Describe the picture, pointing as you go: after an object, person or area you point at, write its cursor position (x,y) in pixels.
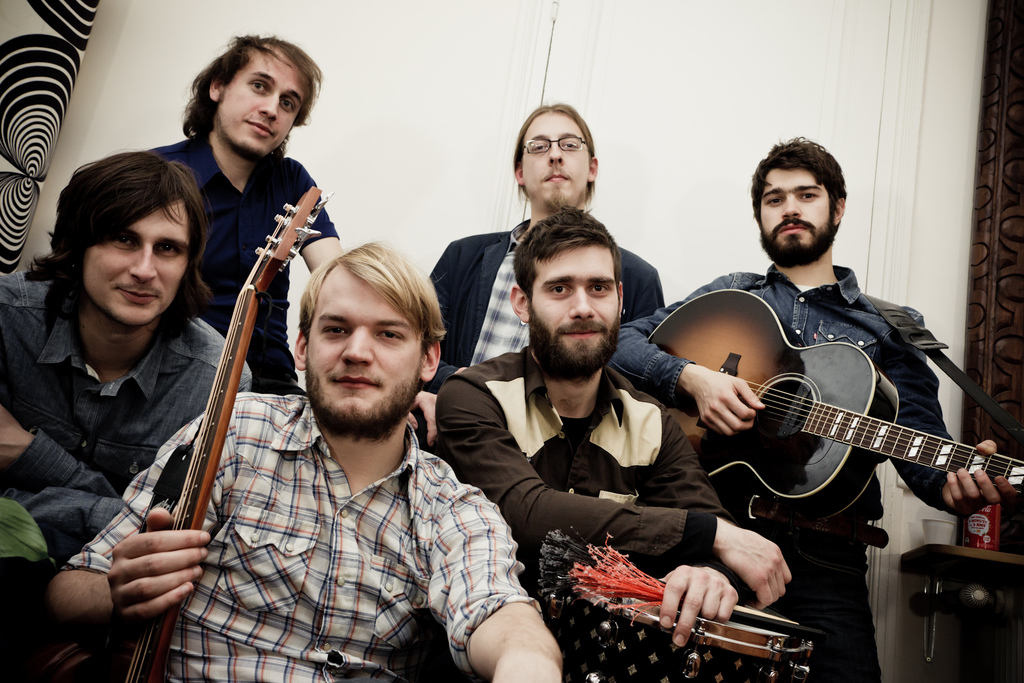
There is a group of men (336,358) in this given picture. One guy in the right (814,404) is holding a guitar (893,452), another guy (632,467) is holding drums (643,612). In the background (680,33) there is a wall (584,40) and a door (560,72) here.
